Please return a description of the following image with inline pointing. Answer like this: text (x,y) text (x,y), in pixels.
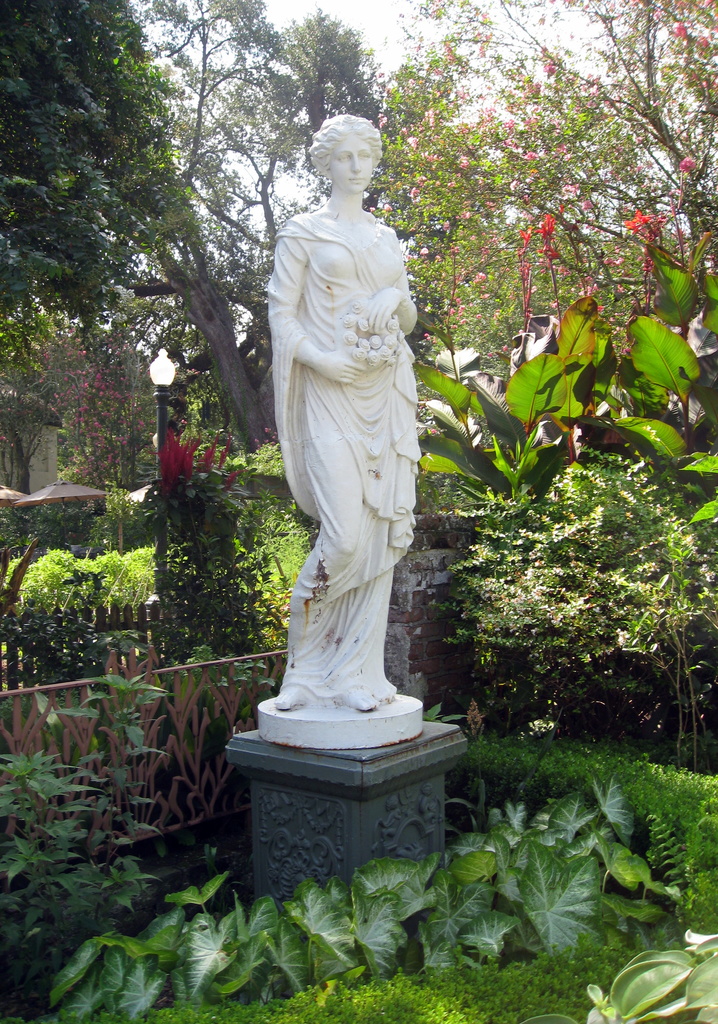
In this image I can see a white color statue (300,434) and few trees (670,140). I can see few red color flowers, fencing (194,716) and light-pole (160,357). The sky (393,24) is in white color.
